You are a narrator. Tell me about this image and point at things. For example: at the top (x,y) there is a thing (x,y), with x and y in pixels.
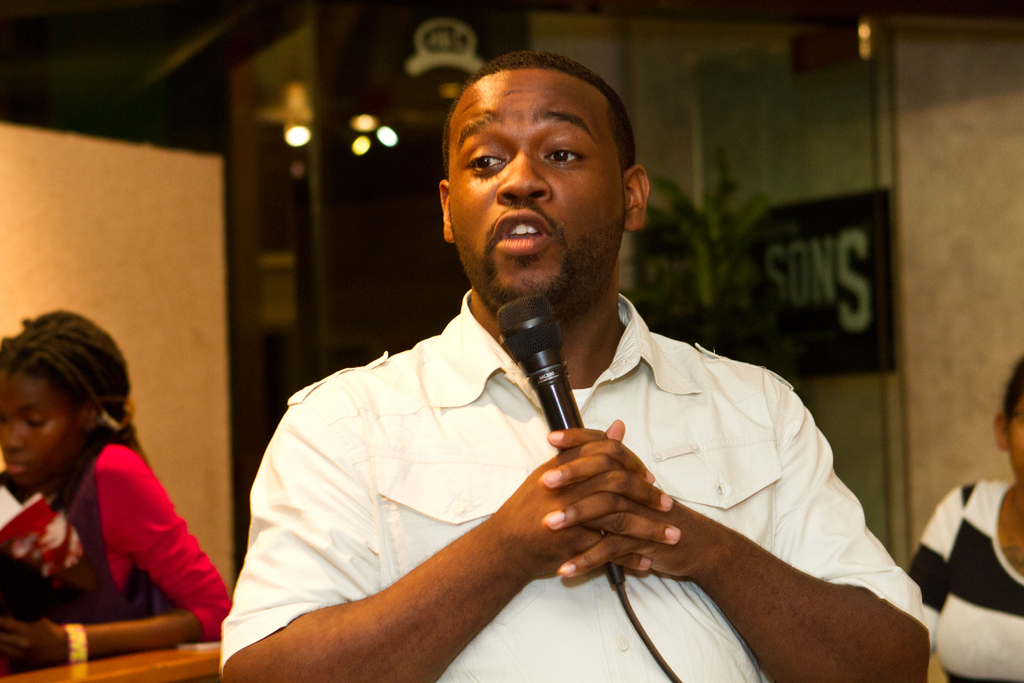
In the middle of the image (631,353) a man (336,651) is standing and holding a microphone (536,317) and speaking. Bottom right side of the image (1013,583) a person (1014,655) is standing. Bottom left side of the image (161,646) a woman (161,646) is standing and holding something in her hand (61,651) and there is a table (8,680). Top right side of the image (734,180) there is a plant (682,191) beside the plant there is a wall (966,144).
